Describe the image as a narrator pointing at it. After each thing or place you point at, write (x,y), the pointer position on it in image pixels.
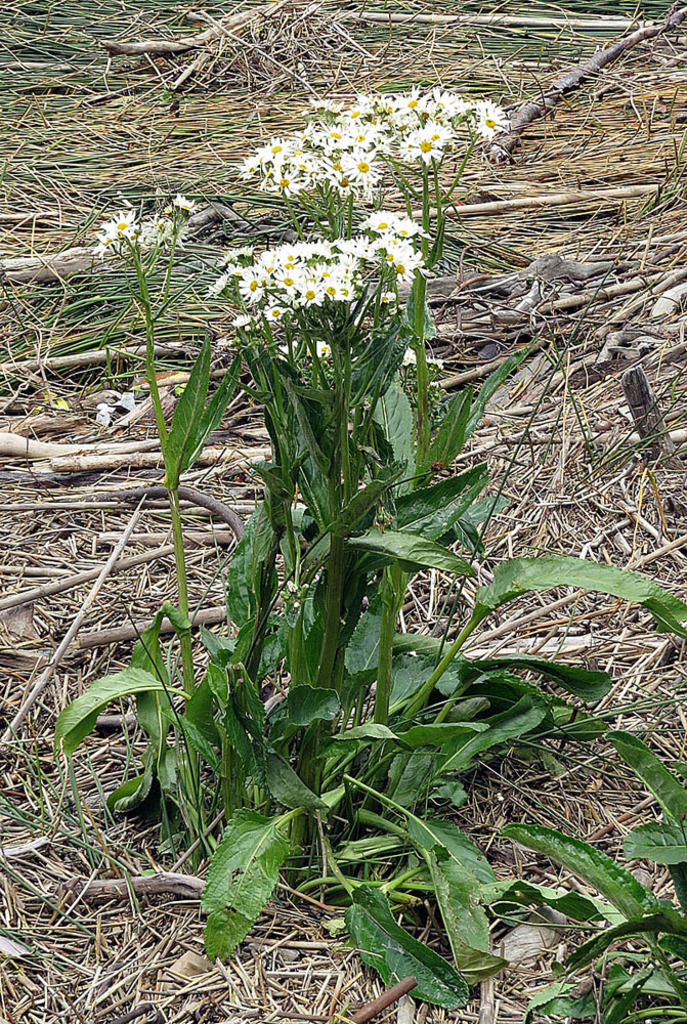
In this image I can see a plant (329,392) in green color, few flowers (370,107) in white and yellow color. Background (87,48) I can see dried grass (196,136).
